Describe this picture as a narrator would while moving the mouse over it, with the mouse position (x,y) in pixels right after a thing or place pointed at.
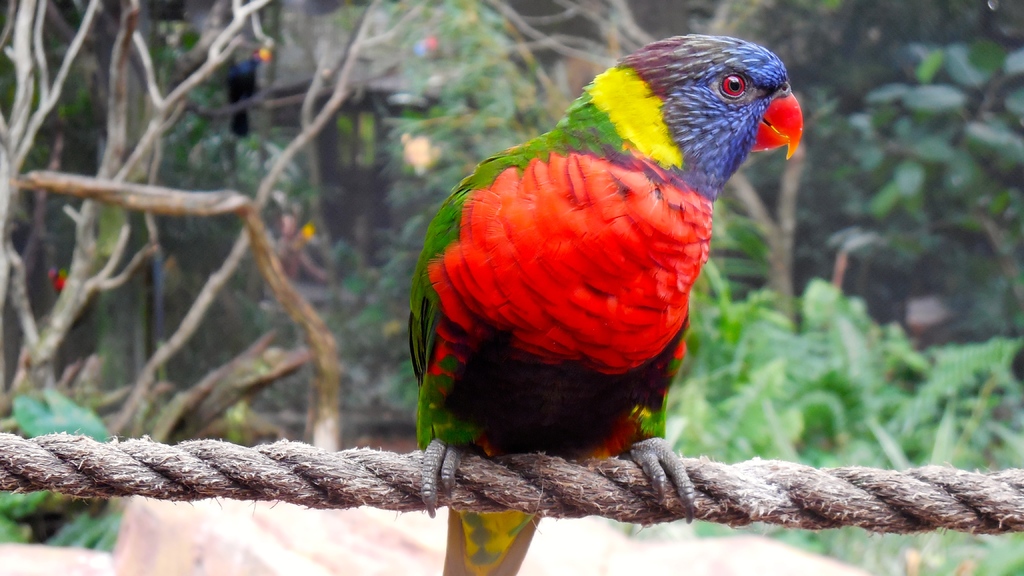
In this picture I can see the rope (535,488) in front (885,490) and on it I see a parrot (645,102) which is of red, blue, yellow, green and black in color and In the background (323,110) I see the trees (992,62) and I see that it is blurred.
